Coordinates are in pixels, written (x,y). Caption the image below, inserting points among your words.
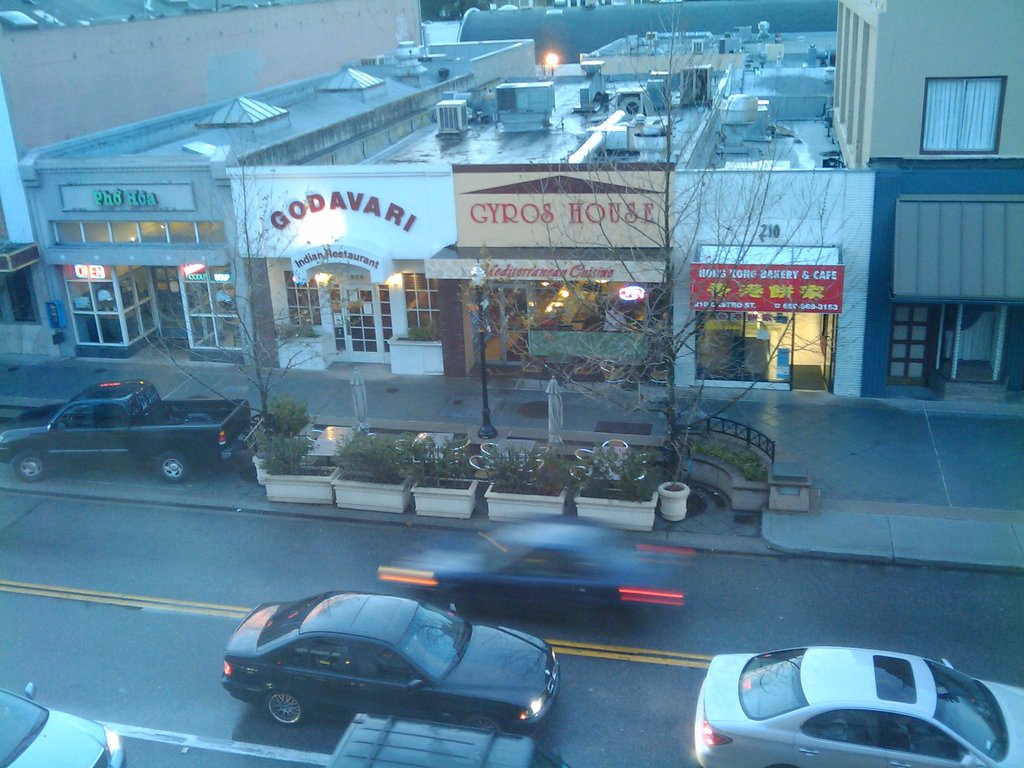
In this image we can see buildings (421,215) and trees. There is a pole (486,431) and we can see plants (501,479). At the bottom (352,682) there are cars (333,636) on the road (234,760) and we can see boards (538,215).
